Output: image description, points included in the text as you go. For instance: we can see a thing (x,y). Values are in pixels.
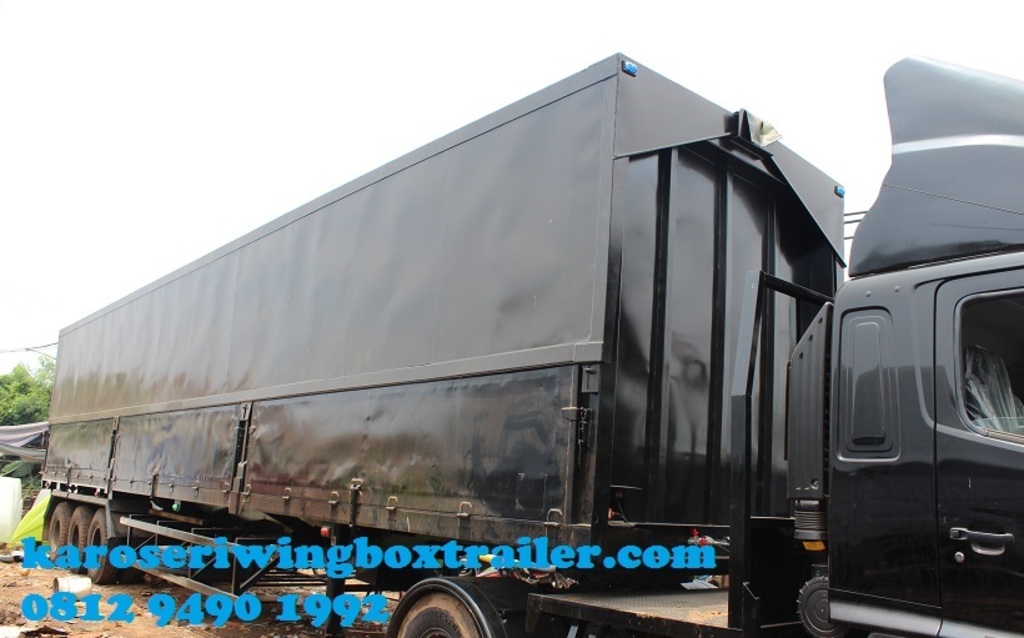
There is a truck container (372,414). On the left side (11,395) there are trees (27,374). In the background (326,107) there is sky (522,63). And something is written on the image.
